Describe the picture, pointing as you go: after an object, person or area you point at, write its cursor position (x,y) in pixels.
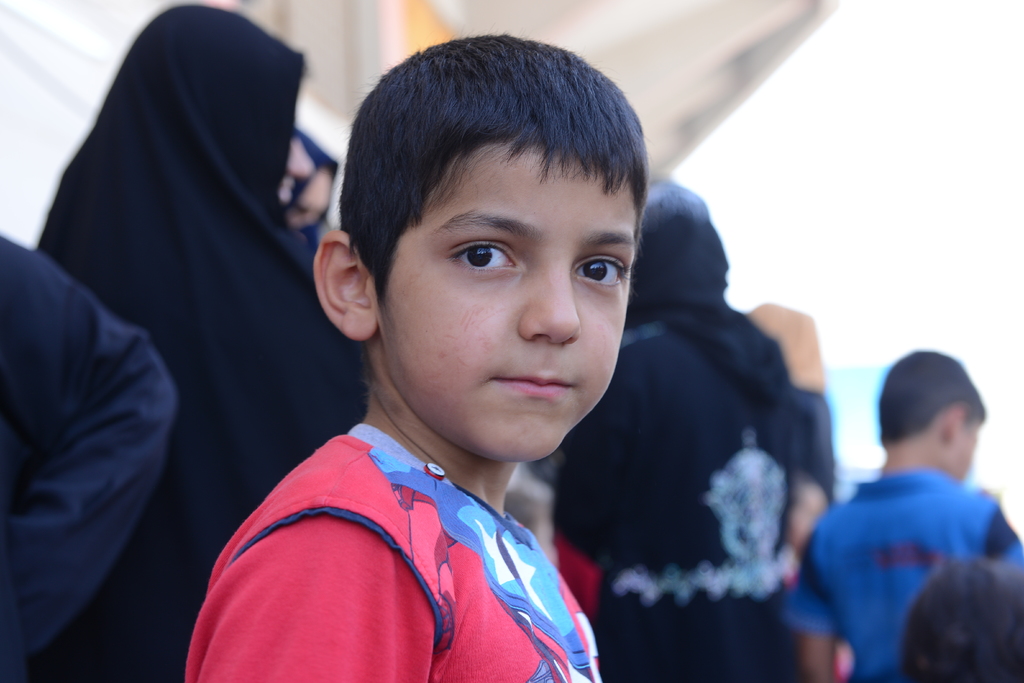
This is a boy (421,533) standing. In the background (286,375), I can see few people (227,182) standing. On the left side of the image (43,436), I can see a person's hand (40,388).
